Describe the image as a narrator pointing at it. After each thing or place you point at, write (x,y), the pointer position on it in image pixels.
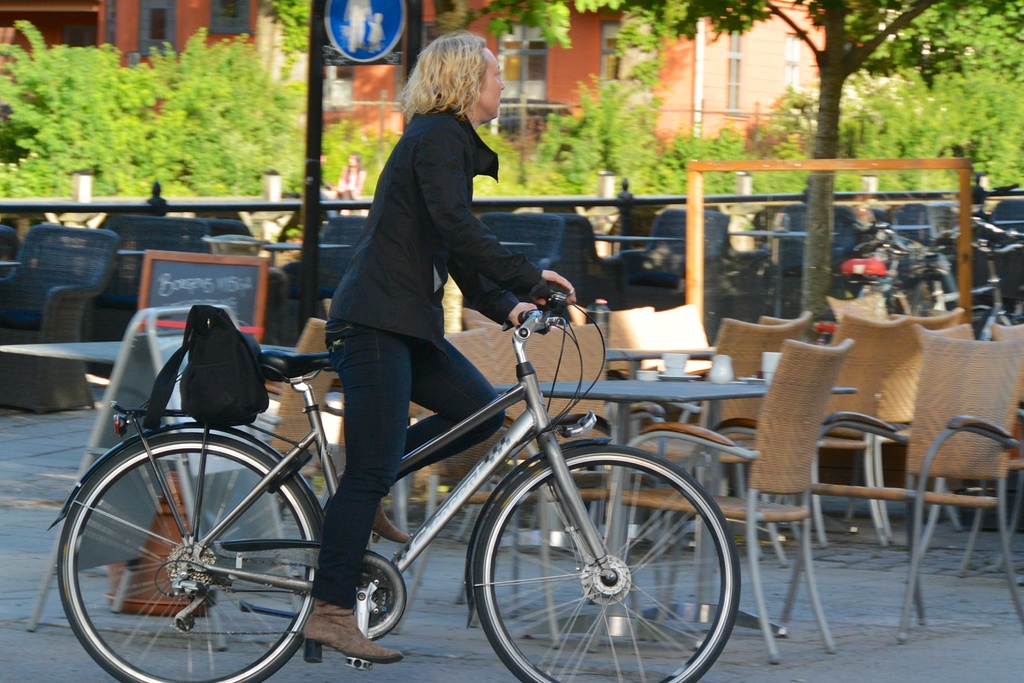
This picture is clicked outside the room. Here, we see woman (424,245) in black jacket (393,300) is riding bicycle (294,559). She is carrying her black bag (238,363) along with her and beside her, we see many tables (698,387) and chair (792,461) placed on the floor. Beside that, we even will find some benches (705,232) and behind that, we see trees (986,91) and red color building (694,96). Behind the women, we see board (344,33) and pole (314,182).
